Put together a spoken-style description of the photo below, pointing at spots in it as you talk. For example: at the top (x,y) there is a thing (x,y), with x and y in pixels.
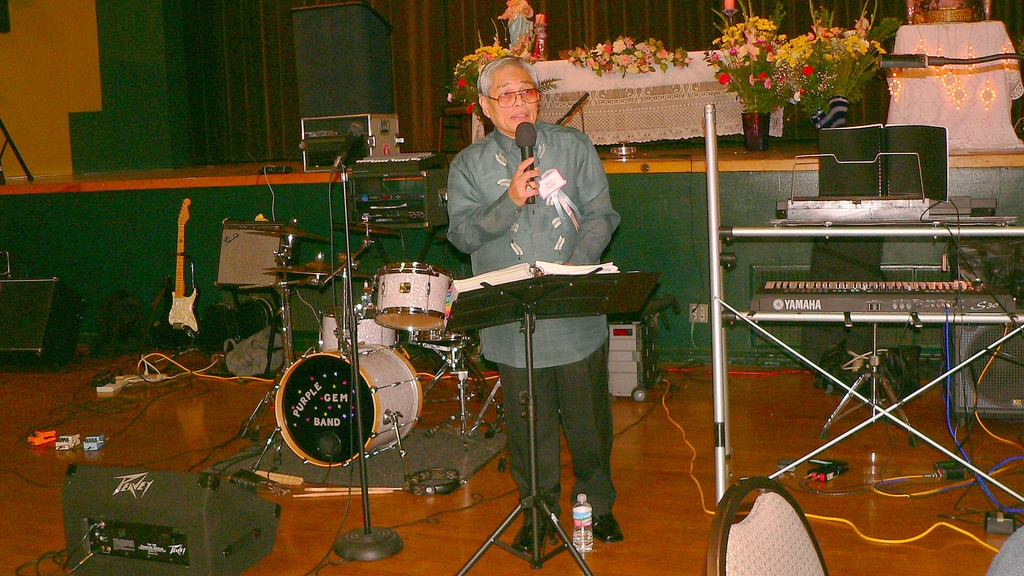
In the image there is a man (594,318), he is holding a mike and there is a table (559,285) in front of the man (485,206) and around him there are many music equipment (768,236) there is a stage (93,205) behind the equipment (33,283) and on the stage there is a table (691,69) and some bouquets (752,53) are kept around the table (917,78), on the left side (43,300) there is a speaker (41,334) kept on the floor (195,425) and in the background (106,70) there is a wall (58,82).
